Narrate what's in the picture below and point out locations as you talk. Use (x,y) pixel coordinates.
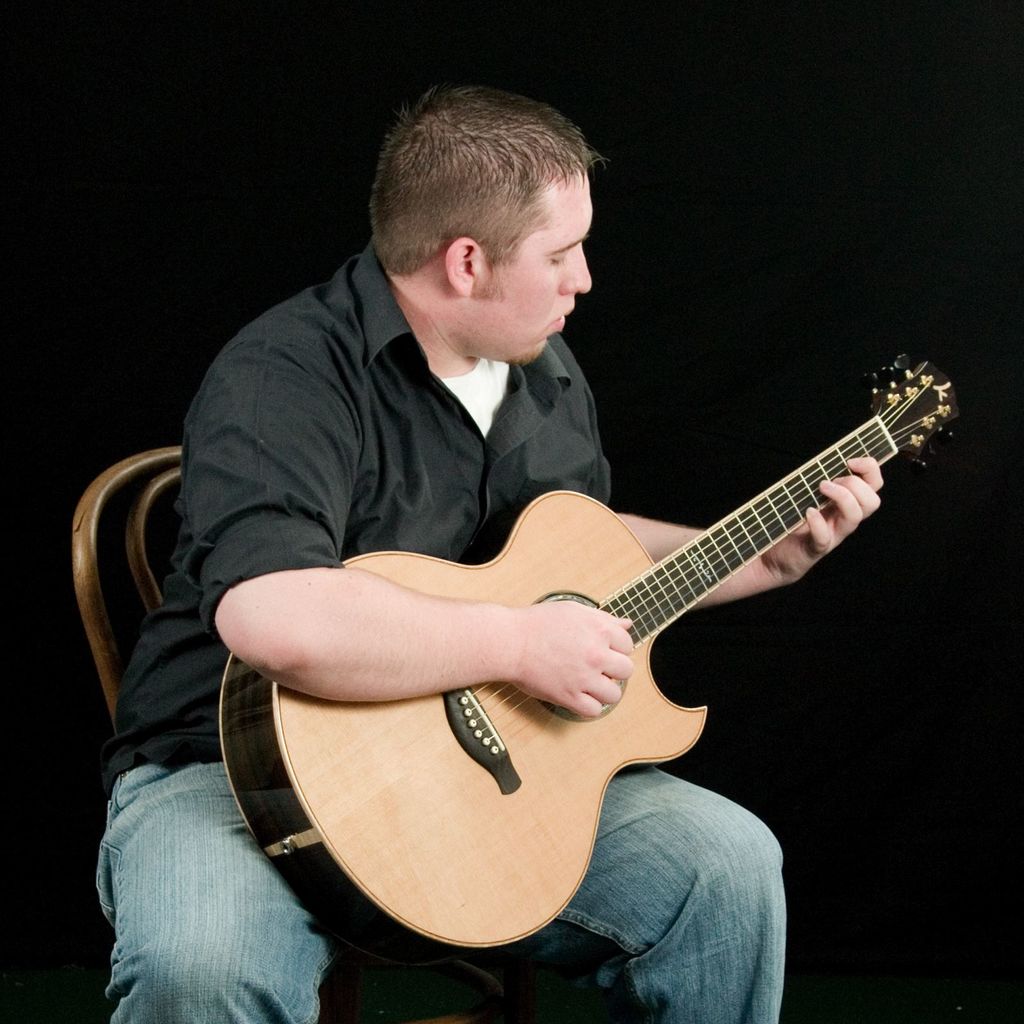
In this image i can see a man (414,423) sitting on chair (135,527) and playing a guitar (369,801).
